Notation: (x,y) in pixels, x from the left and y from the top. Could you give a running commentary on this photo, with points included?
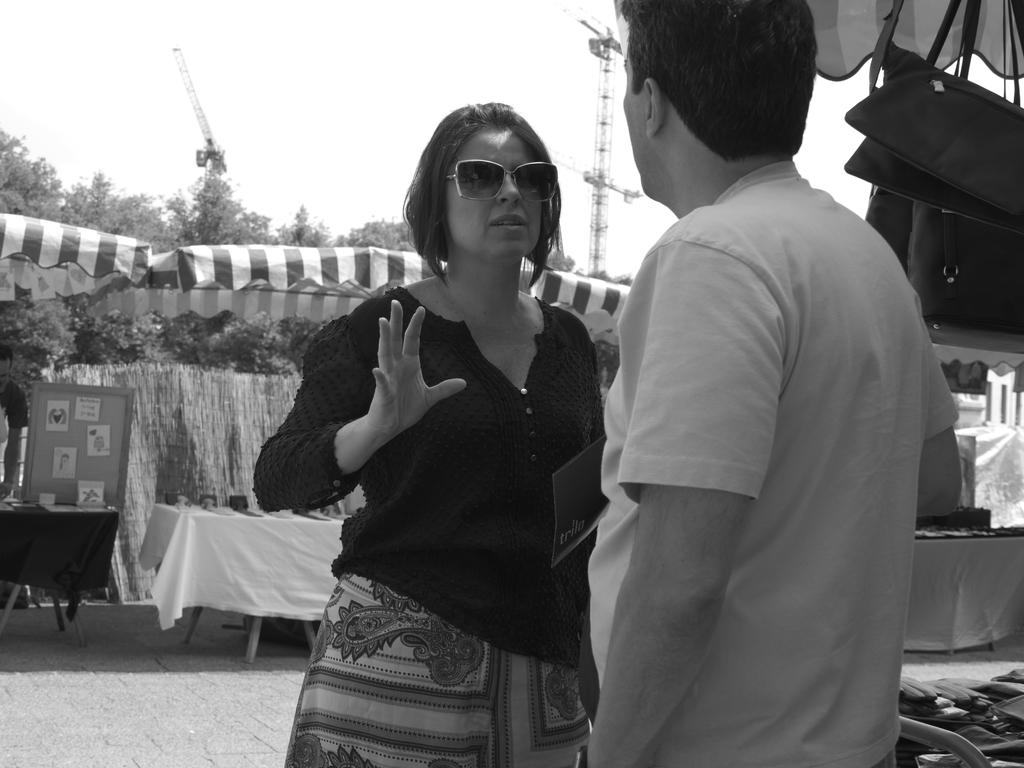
In the picture I can see a man (626,412) and woman (541,462) wearing white and black color dress (610,427) respectively, woman (497,425) also wearing goggles (494,170) and in the background of the picture (241,546) there are some tables (199,524) on which there are some objects (178,503), there are some trees (14,172), tower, crane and clear sky (258,113).
